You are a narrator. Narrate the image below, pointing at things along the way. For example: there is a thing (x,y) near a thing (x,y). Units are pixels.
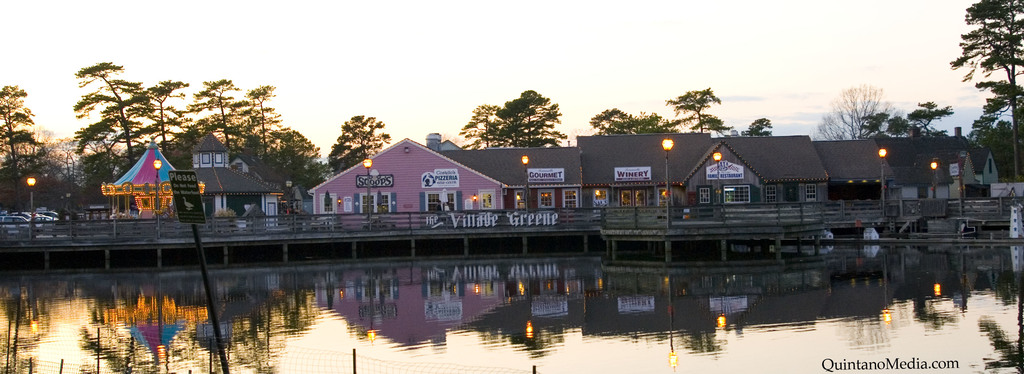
In this picture we can see the buildings (857,165). In front of the building (565,194) we can see bridge (343,231), wooden fencing (532,210) and street lights (937,189). At the bottom (297,360) we can see the steel fencing (312,360) & board (190,217) near to the water (547,310). On the left (39,217) we can see many cars (13,218) which are parked near to the trees (46,204). At the top (797,73) we can see sky (797,73) and clouds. In the bottom right corner (843,358) there is a watermark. On the wall (333,190) we can see boards (372,185) and posters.
